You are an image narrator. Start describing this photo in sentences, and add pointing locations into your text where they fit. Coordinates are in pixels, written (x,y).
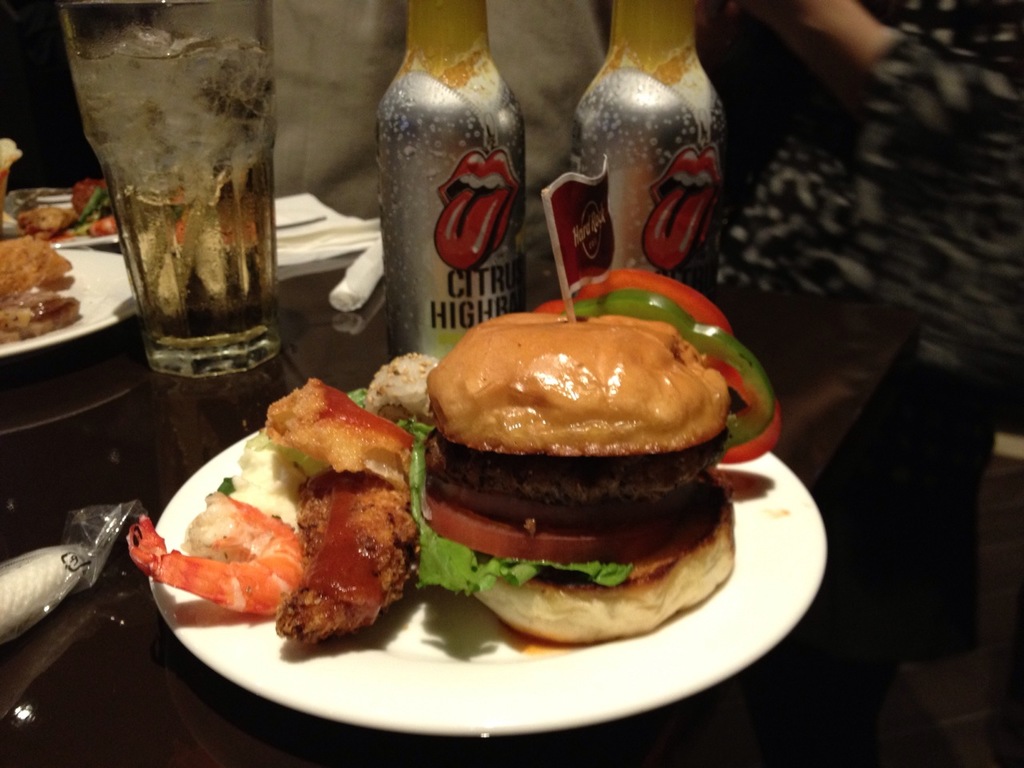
In this image we can see one glass (236,326) with liquid (201,111), two bottles (402,190), three plates (67,196) with food (574,573) and some objects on the table (135,396). There is one white object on the floor (1013,482) on the right side of the image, it looks like two truncated persons (915,173) in the background (959,191) and the background is dark.
